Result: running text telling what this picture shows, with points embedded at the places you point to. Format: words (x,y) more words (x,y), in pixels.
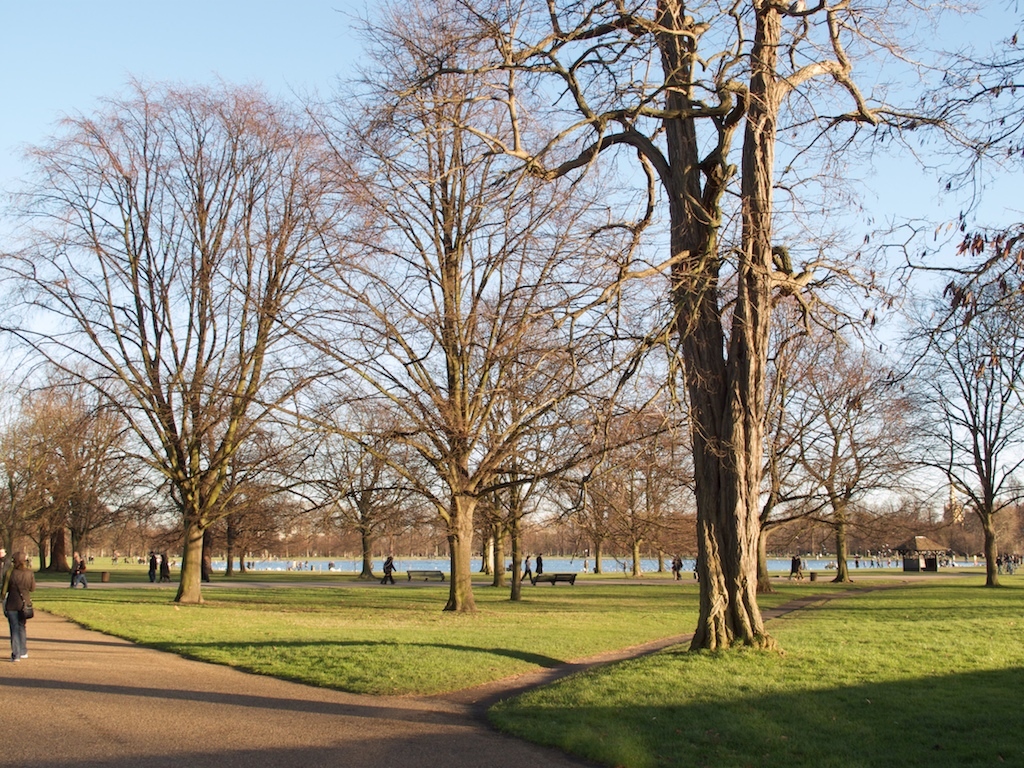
In this picture I can see green grass (558,620). I can see trees (418,487). I can see people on the walkway (204,664). I can see water (554,566). I can see the sky (420,186).
